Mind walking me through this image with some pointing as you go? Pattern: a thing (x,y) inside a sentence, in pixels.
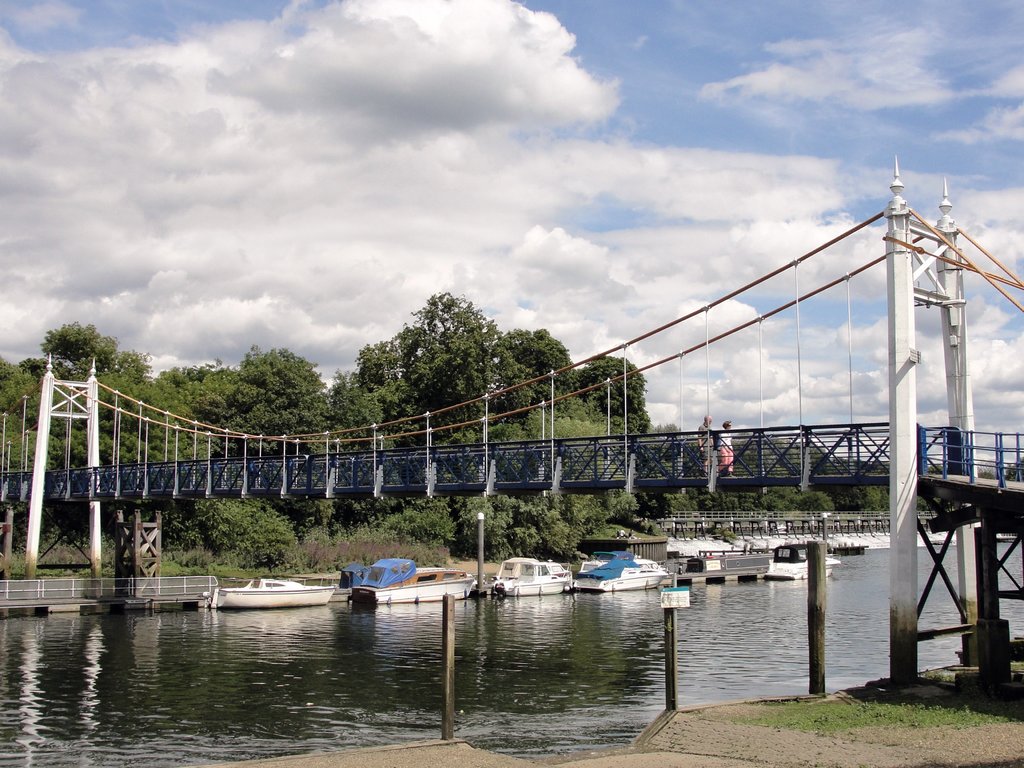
In this image we can see a bridge (730,475) and on the bridge (714,463) we can see two persons (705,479). At the bottom (354,662) we can see water (373,641) and on the water (496,650) we can see few boats (536,561). Behind the boats (536,561) there are few trees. At the top (424,231) we can see the sky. On the right side (898,722), we can see the pillars (914,592) and the grass (934,704).
